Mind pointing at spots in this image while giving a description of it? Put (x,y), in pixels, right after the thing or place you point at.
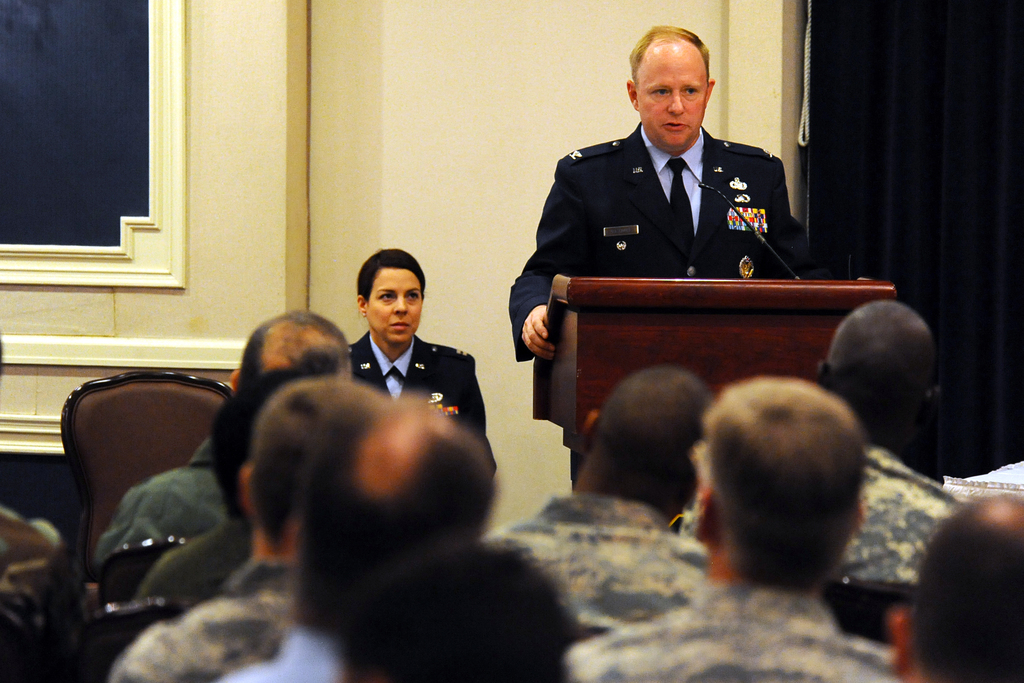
In this picture we can see the officer (637,264) who is standing near to the speech desk (711,351) and mic (759,233). Beside him there is a woman (431,396) who is wearing the uniform (408,358). She is sitting on the chair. At the bottom (989,584) we can see the army peoples (535,631) were sitting on the black chair (146,573) and most of them are wearing the same dress (618,678). In the top left corner (40,187) there is a window (87,140). In the top right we can see the rope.
